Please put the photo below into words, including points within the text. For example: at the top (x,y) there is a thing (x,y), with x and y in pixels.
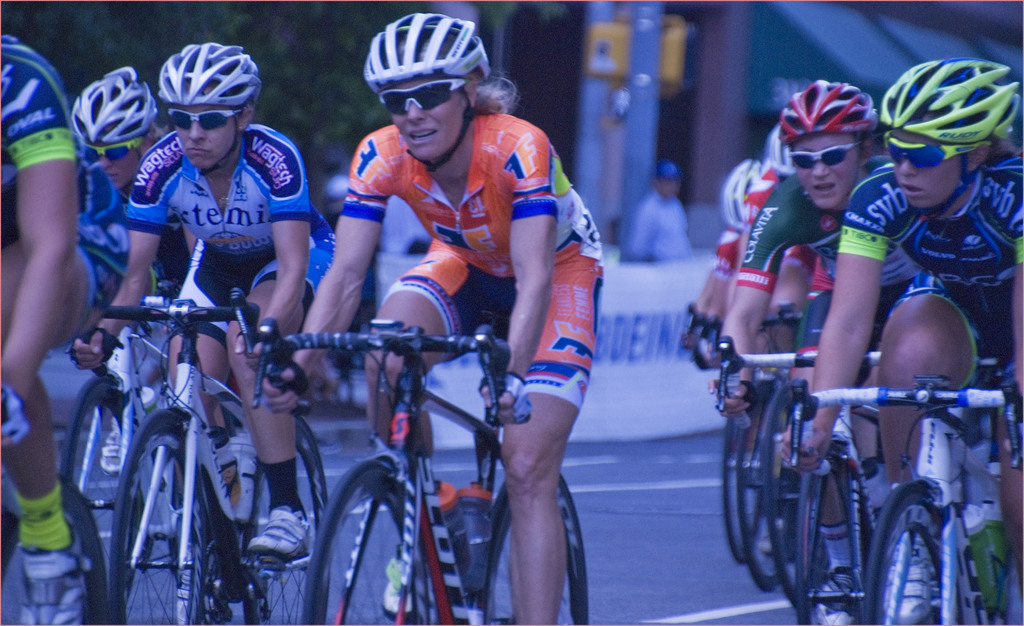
This picture is clicked outside. In the center (506,246) we can see the group of people (782,197) wearing helmets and riding bicycles (873,485). In the background (75,43) we can see the trees (273,26), text (616,338) on the banner (665,297) and a person (647,209) seems to be sitting and many other objects (620,85).
